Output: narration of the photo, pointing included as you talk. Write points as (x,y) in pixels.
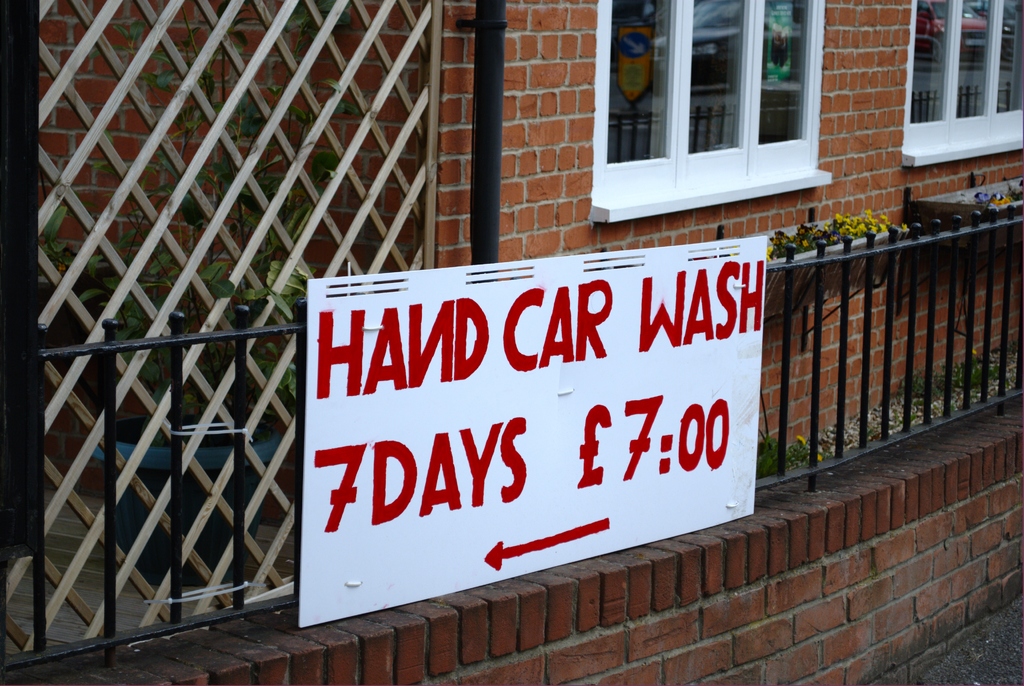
This picture is clicked outside. On the left (228,118) we can see a mesh (125,75), house plant (209,83) and a building (545,66) and we can see the guard rail (867,251), windows (970,82), brick wall (881,73) and black color metal rod (492,133) and there is a board (523,284) attached to the railing (297,335) and we can see the text (483,355) is written on the board (642,494).
